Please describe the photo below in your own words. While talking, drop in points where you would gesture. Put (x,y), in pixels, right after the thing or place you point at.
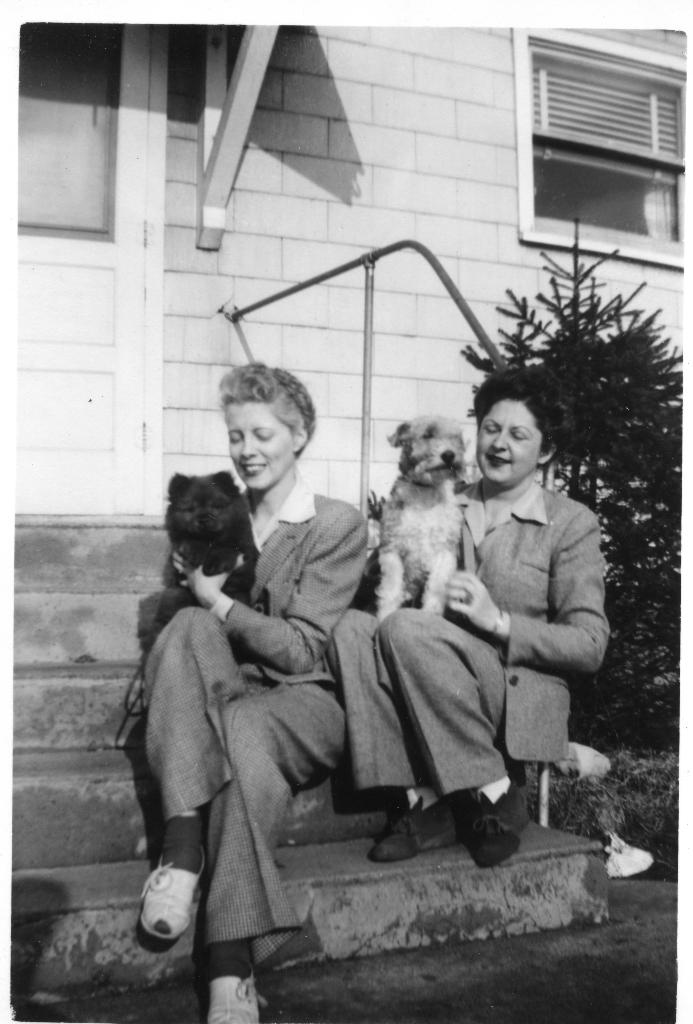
This picture describes about two women (316,585) seated on the steps (82,706) and they holding their dogs (196,548). Behind them we can see a plant (582,349), metal rod (366,352) and a building (286,183).
